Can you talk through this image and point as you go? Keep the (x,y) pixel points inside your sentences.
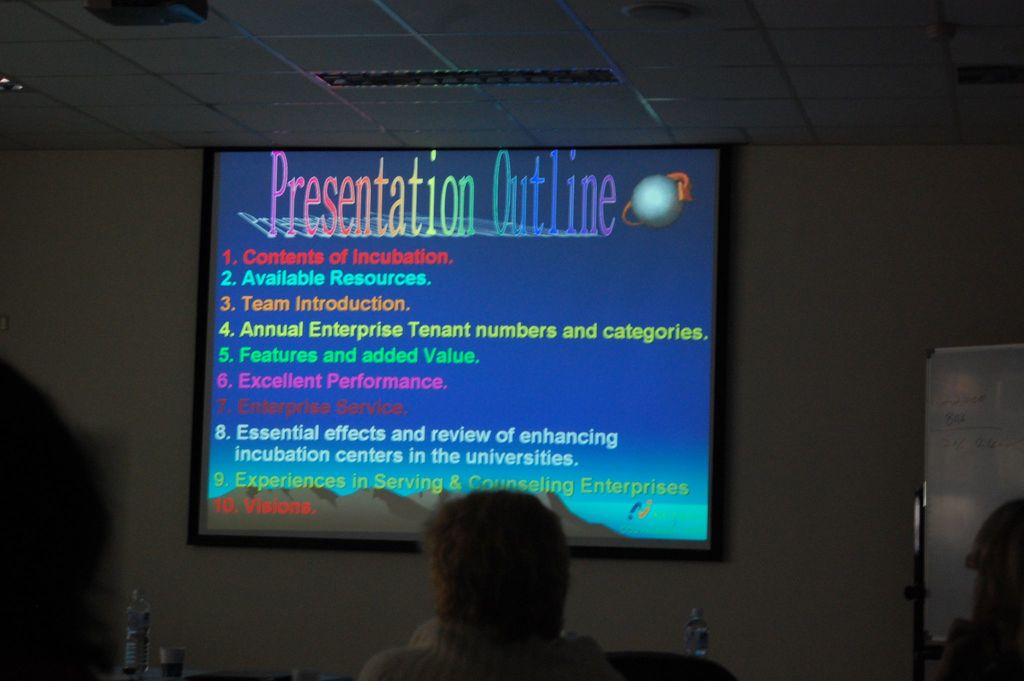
In this picture we can see a person (444,618) in the front (439,613), in the background (709,608) there is a wall (814,250) and a projector screen (683,324), we can see some text (467,222) on the screen (392,296), on the right side (976,479) there is a board (991,450), we can see the ceiling (578,75) at the top of the picture (522,75).
